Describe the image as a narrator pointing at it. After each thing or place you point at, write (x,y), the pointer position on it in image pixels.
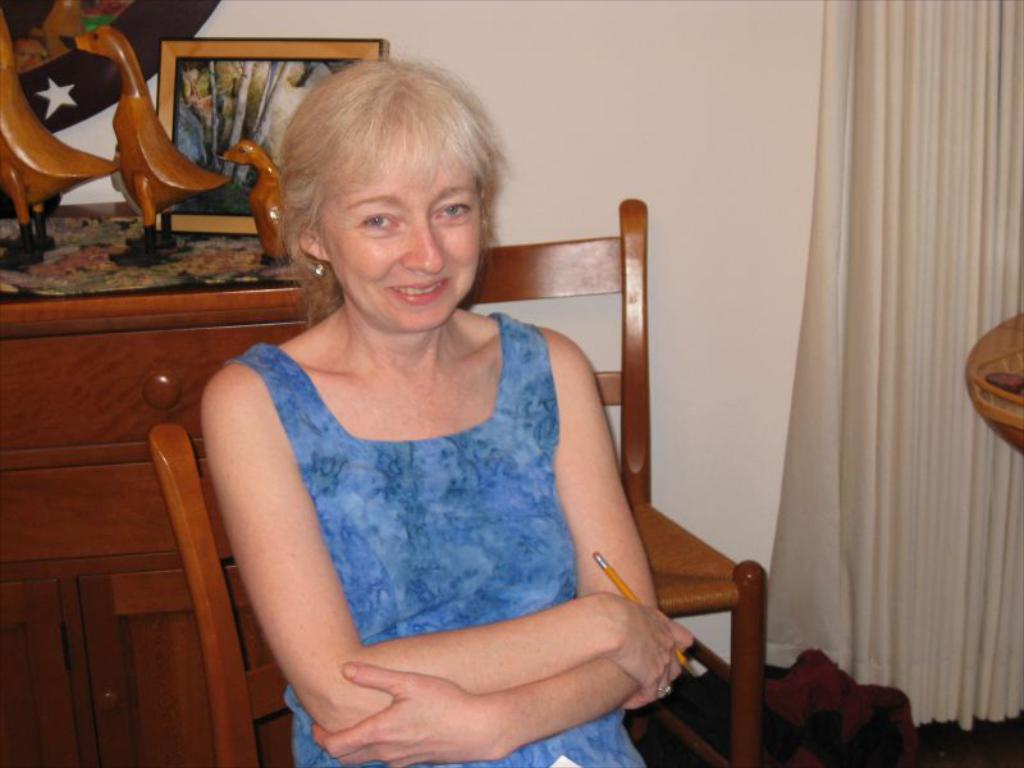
This is the woman (379,549) sitting on the chair (201,523) and smiling. This is a curtain (913,240) hanging. I can see a wardrobe (106,397) with desk (131,369). These are the wooden toys (139,155), frame (197,108) placed on the desk (110,415). This is the wall (528,87) which is white in color. I can see another chair (645,431) behind the woman (622,516).
